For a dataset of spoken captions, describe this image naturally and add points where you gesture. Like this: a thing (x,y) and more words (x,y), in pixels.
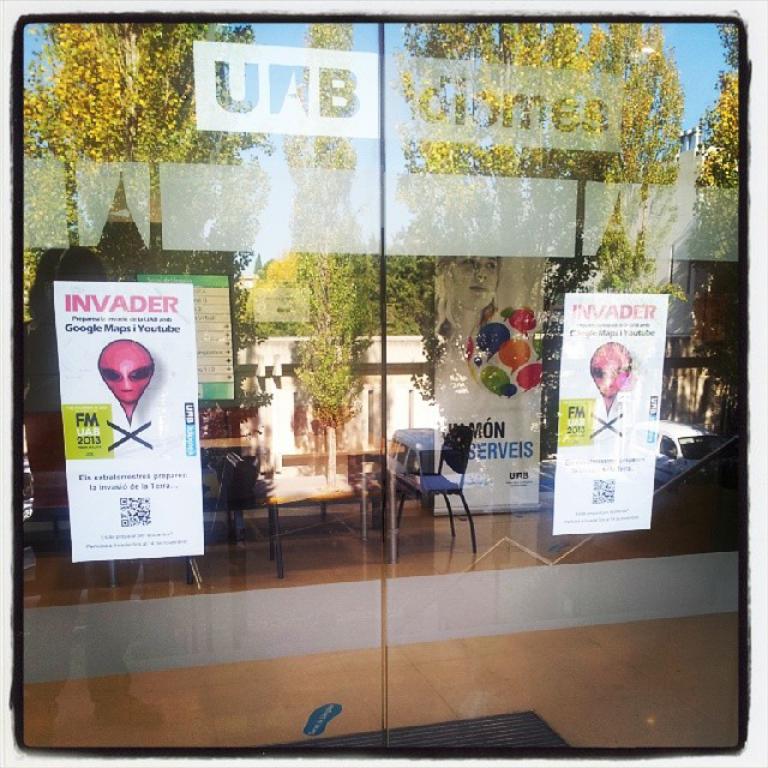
In this image two pictures (87,303) are attached to the glass doors (281,494). Behind there are few chairs (407,481) and tables (360,517). On glass door (388,389) there is a reflection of few vehicles (676,459). Behind there is a wall (325,457). Behind it there are few trees (361,277) and sky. Left side of image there is a reflection (108,695) of a person (99,683) standing on the floor (399,683).
